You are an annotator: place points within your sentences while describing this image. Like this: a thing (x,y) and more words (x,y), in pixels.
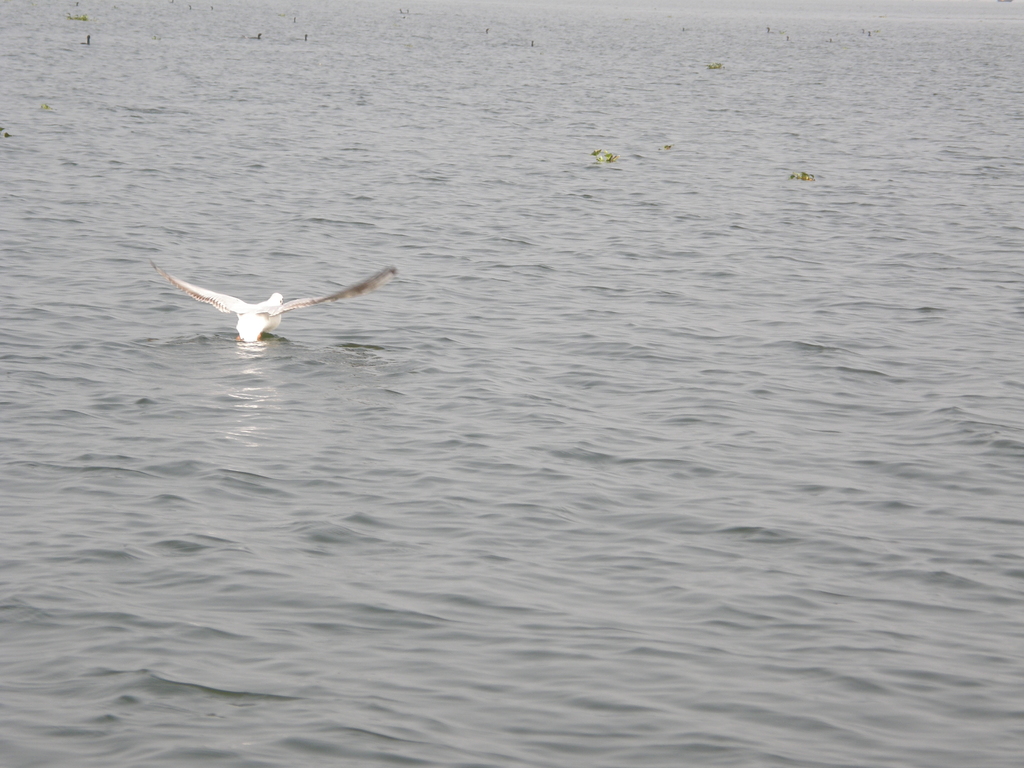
In this image I can see the bird (255,337) on the water (420,407). I can see the water (458,380) in ash color and the bird (241,336) is in white color.
